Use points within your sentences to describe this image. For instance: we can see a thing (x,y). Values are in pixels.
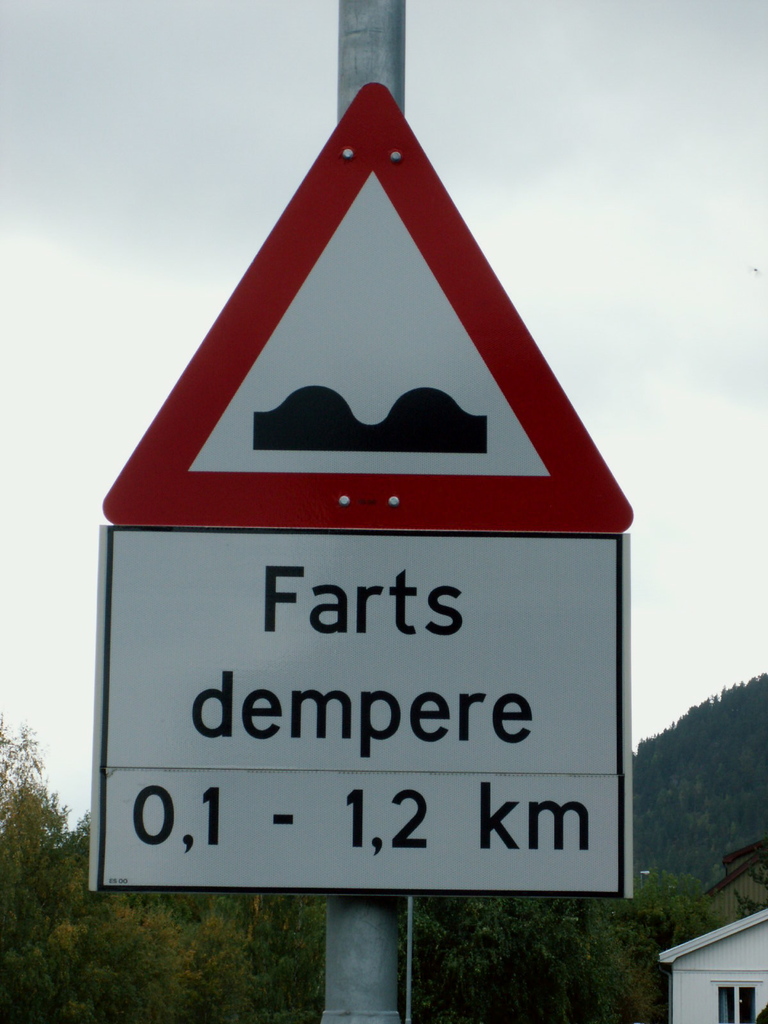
In front of the picture, we see a pole (364,940) and a board (336,729) in white color with some text (485,827) written on it. In the right bottom of the picture (716,971), we see a building (697,964) in white color. There are trees (700,789) in the background (24,833). At the top of the picture (596,125), we see the sky (83,233).
